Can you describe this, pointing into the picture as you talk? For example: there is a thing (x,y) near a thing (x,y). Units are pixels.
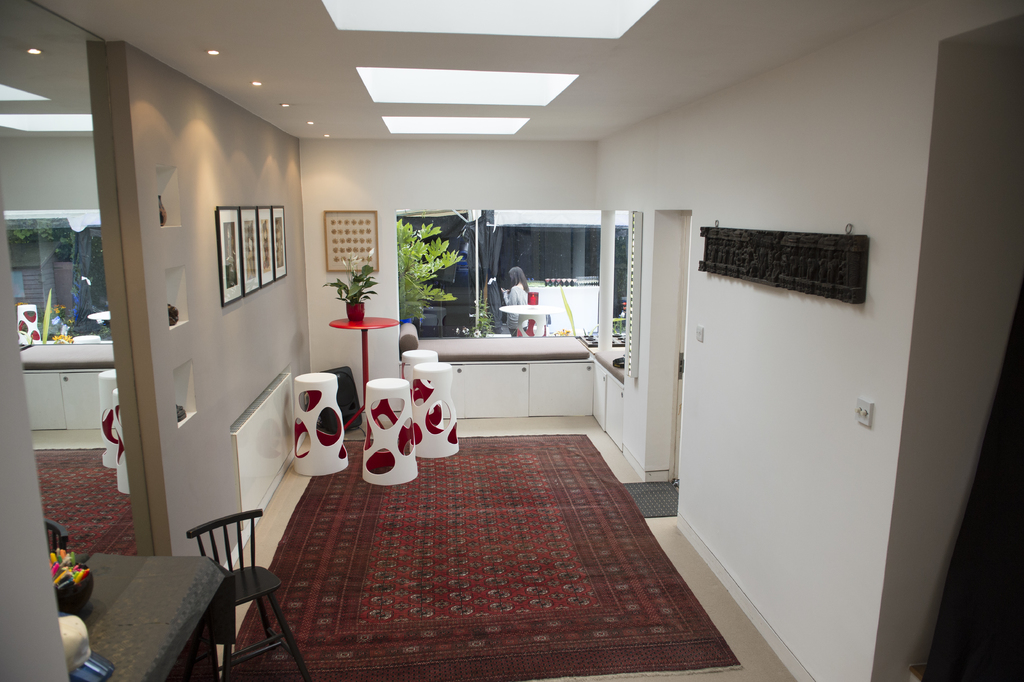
In this image there are stools (420,383), chair (252,581), tables (197,563). On top of the tables (213,566) there is a flower pot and a few other objects (86,678). At the bottom of the image (481,521) there is a mat (609,629) and a doormat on the floor (724,616). There are a few objects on the shelves (174,186). There are photo frames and a name board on the wall (254,312). There are mirrors (449,290) through which we can see a person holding some object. On the right side of the image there is a curtain (1016,574). On top of the image (604,8) there are lights (640,17).
